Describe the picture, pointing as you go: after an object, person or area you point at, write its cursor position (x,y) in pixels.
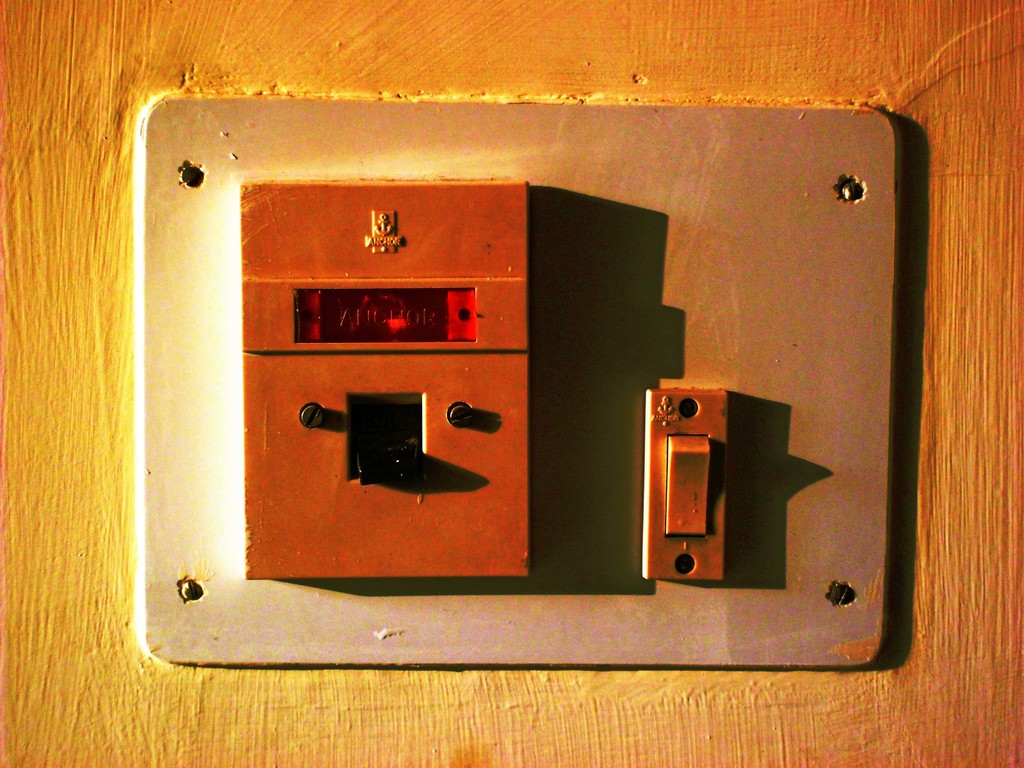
In this image I can see a switch board (463,513) on a wall (173,751).
